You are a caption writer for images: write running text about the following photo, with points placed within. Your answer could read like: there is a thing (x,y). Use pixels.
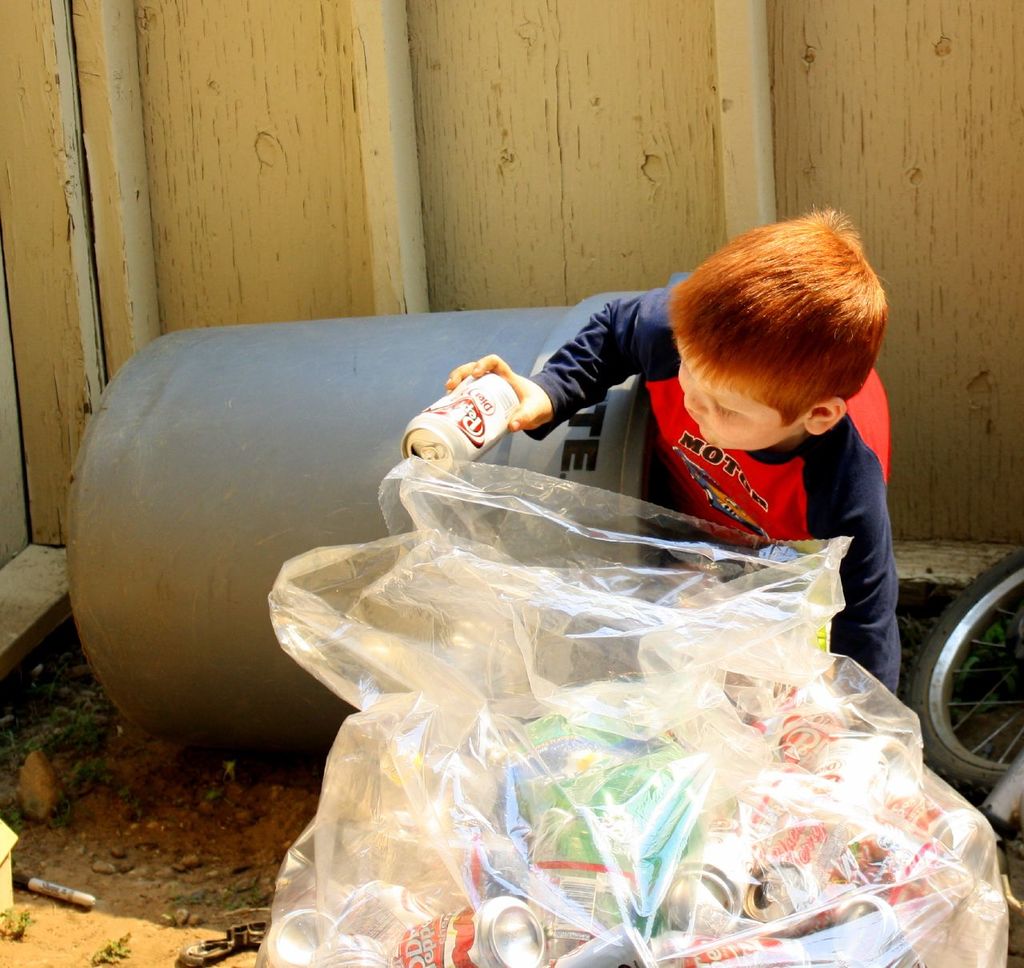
In this image there is a boy (574,381) holding a Dr Pepper can (459,441). Beside him there is a dustbin (348,500). There is some trash (688,803) in the cover (637,811). There are objects (51,884) on the land (66,825) having plants (56,720). Background (3,470) there is a wall (587,276). Right side (989,770) a wheel (963,702) is visible.
